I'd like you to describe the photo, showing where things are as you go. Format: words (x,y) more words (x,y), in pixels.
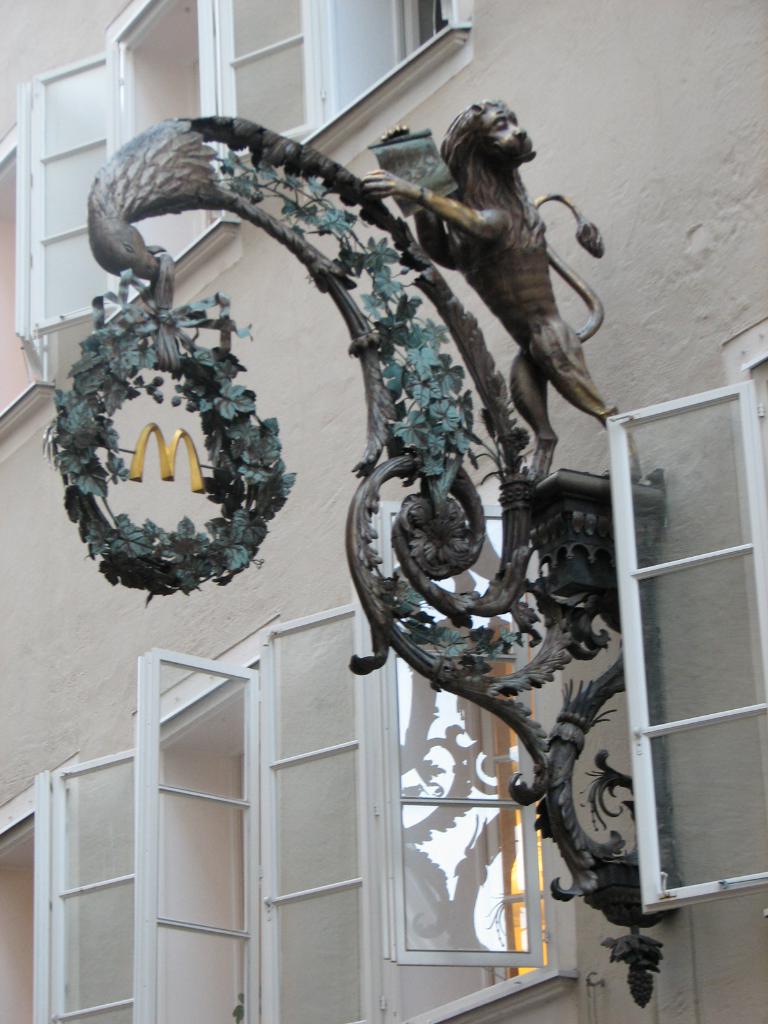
In this image we can see a building (767,204) there are some windows (711,518) and there is a salzburg statue (265,187) which is attached to the building (82,577).
